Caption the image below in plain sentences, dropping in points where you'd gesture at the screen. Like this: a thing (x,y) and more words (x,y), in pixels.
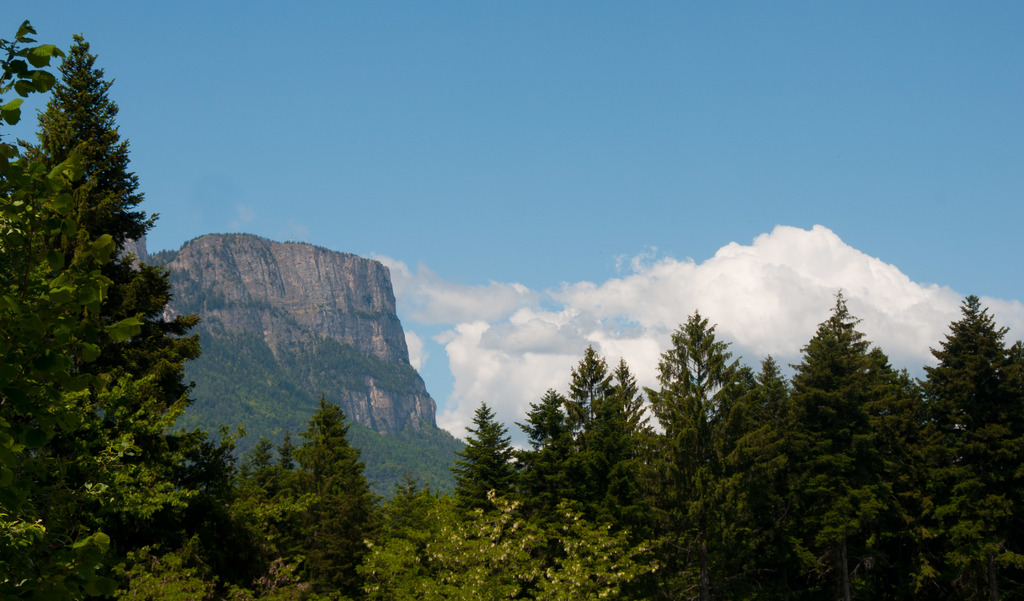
In this image we can see the hill (289,379) and also many trees (588,460). In the background (728,119) there is sky (687,208) with some clouds (786,340).
